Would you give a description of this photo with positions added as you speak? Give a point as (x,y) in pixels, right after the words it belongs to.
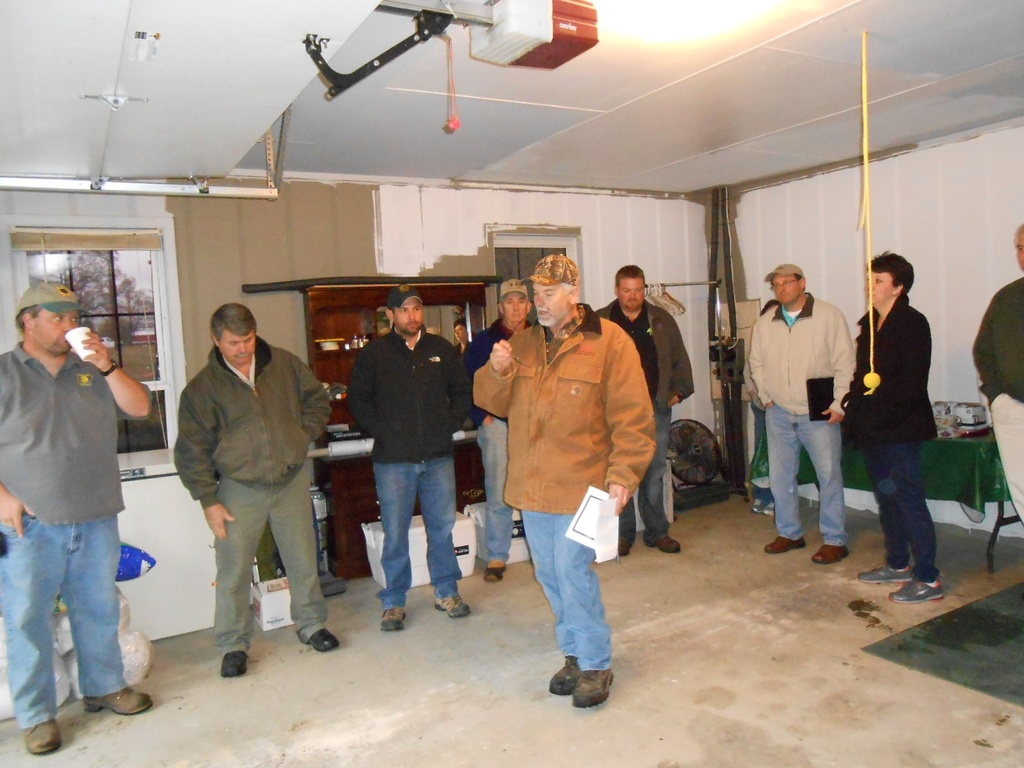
In this image we can see a group of people (1013,483) standing on the floor (223,686). One person (30,519) is holding a glass (80,351) in his hand (99,363). One person (603,368) is holding a paper (611,540) in his hand (625,503). In the background (709,447), we can see a table fan (707,465) placed on the ground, some object (969,409) placed on the table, mirror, windows (515,280), a device (538,32) placed on stand (425,41), tree (108,302) and the sky (129,274).
